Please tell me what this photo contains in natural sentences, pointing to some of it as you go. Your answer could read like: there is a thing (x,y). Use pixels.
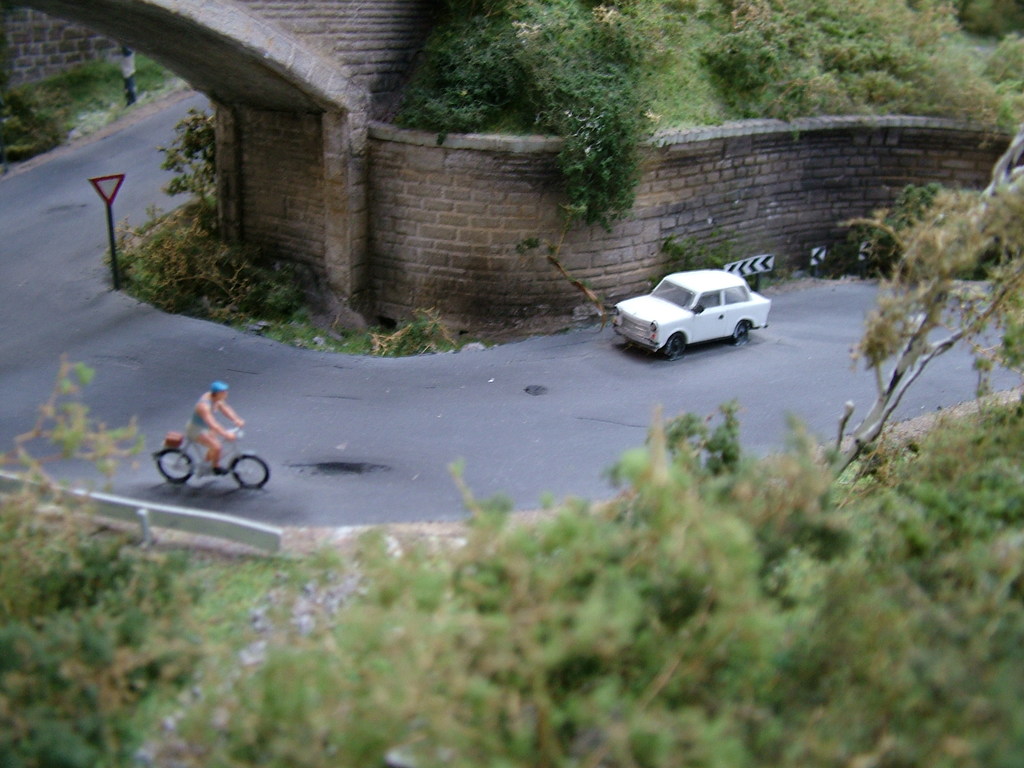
Car (620,321) is on the road (436,484). A person (219,467) is riding a bicycle (193,461). Here we can see a signboard (109,185), trees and plants (231,251).
